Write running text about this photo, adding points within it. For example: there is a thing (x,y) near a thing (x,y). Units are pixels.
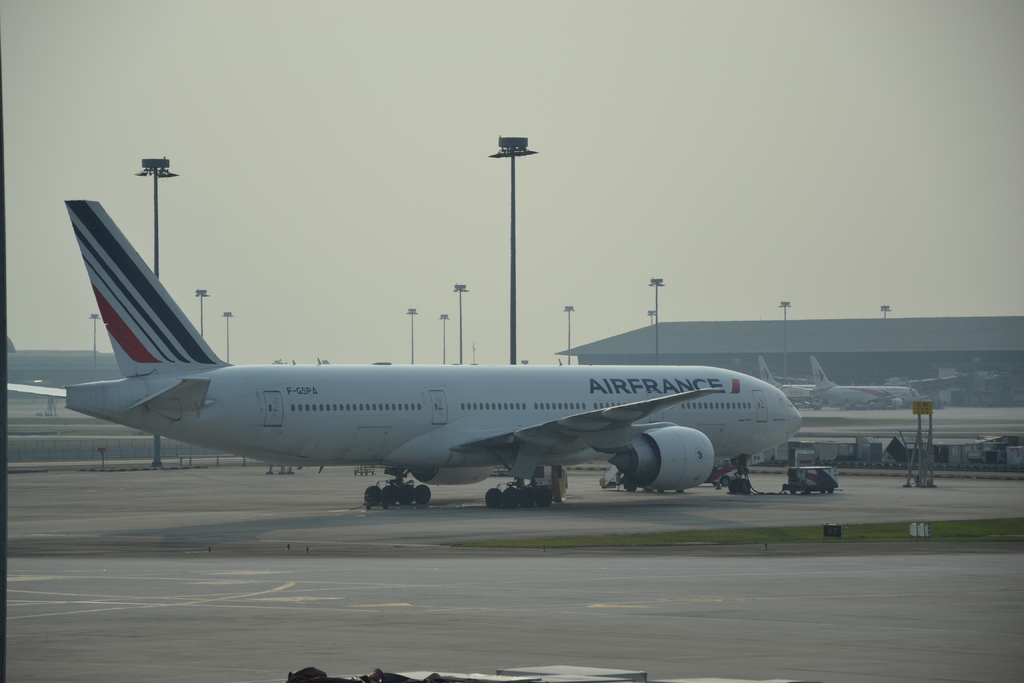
In this picture we can see airplanes (313,459) on the ground (610,504), poles (226,317), shelter (862,363) and in the background (395,118) we can see the sky (605,76).
